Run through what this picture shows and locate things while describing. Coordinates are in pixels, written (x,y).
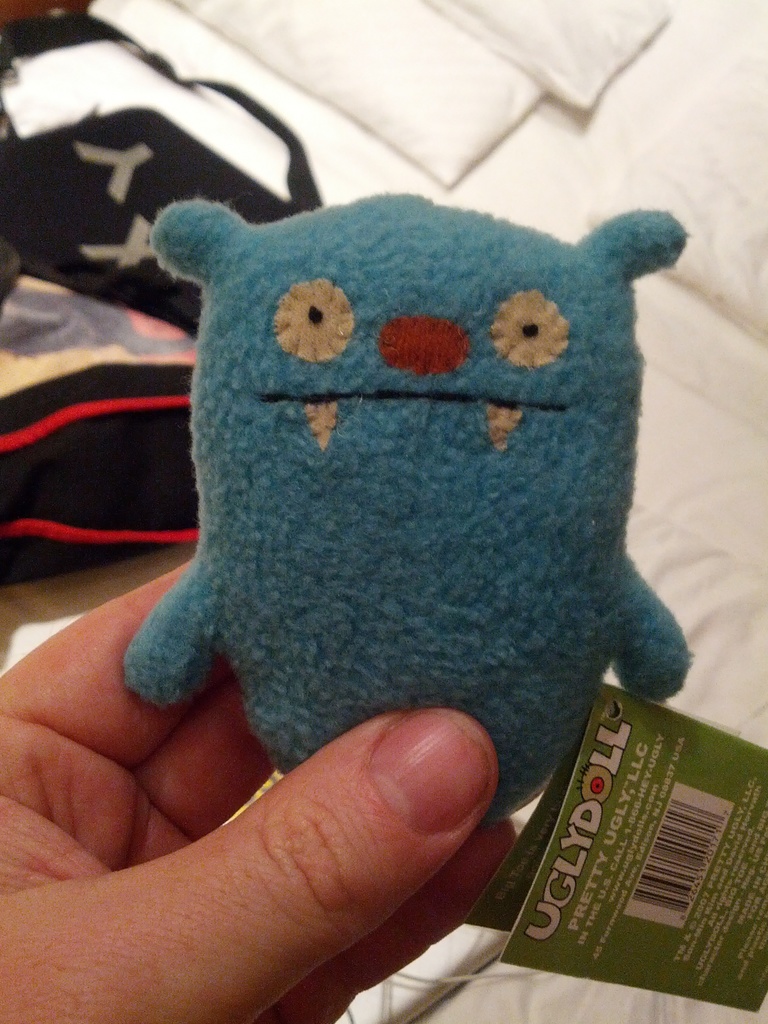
In this picture we can see a person (297,799) is holding a toy (308,511), and a tag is attached to it.
